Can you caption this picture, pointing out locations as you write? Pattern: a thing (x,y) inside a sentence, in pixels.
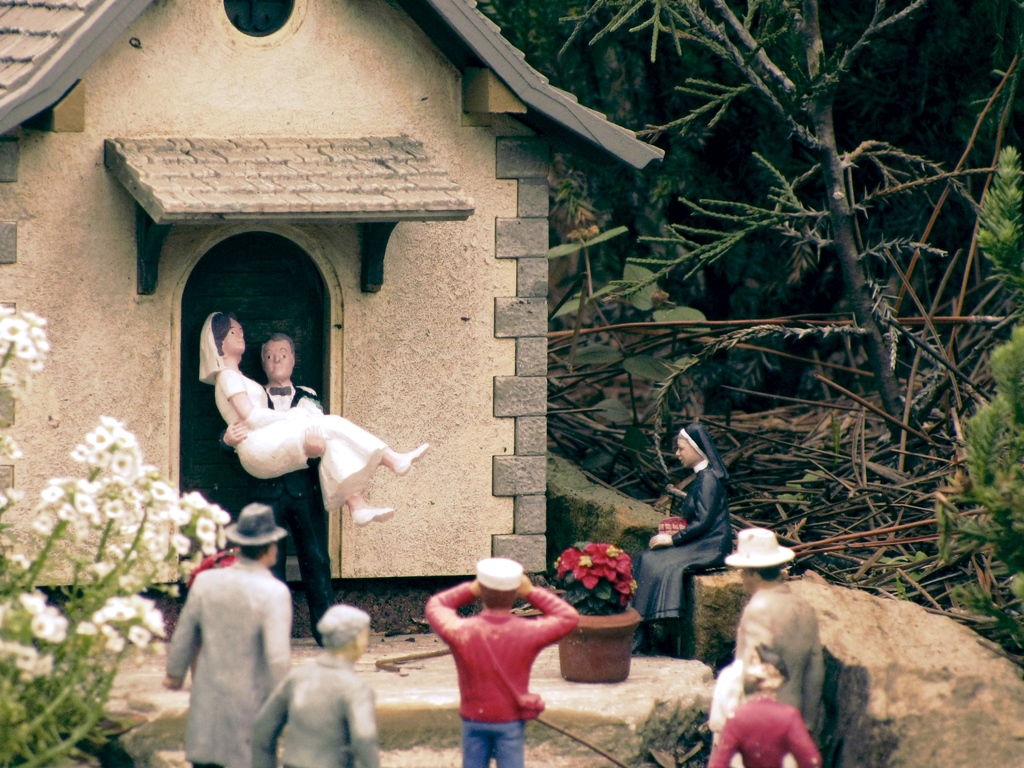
In this image there is a toy house (134,283), in front of the toy house (241,485) there is a toy person (314,522) holding a lady (245,407) on his hands (313,429), in front of them there are few toys (553,621) standing and there is a flower pot (605,607), beside this flower pot (630,590) there is a toy lady (685,536) sat on the wall (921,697). On the left side of the image (81,632) there is a plant (81,632). On the right side of the image (889,348) there are trees (885,367).
